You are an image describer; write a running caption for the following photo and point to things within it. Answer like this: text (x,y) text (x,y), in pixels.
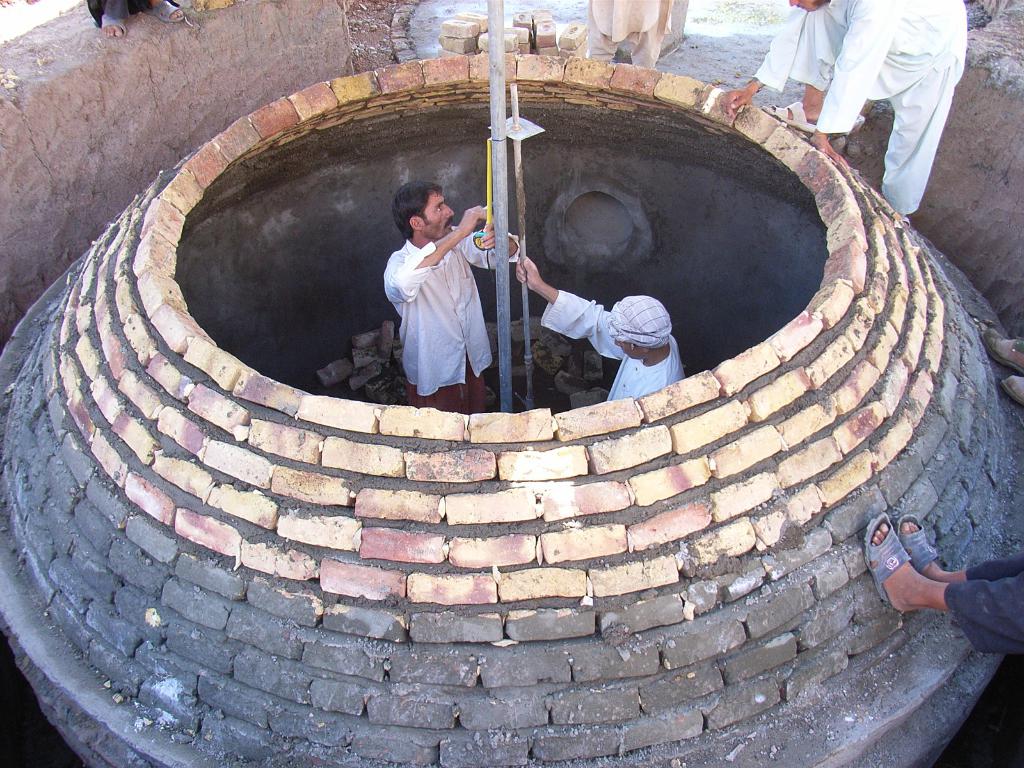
In the picture I can see the brick dome construction (831,475). I can see two men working and there are a few people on the side of the brick dome construction (737,570). I can see the bricks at the top of the picture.
